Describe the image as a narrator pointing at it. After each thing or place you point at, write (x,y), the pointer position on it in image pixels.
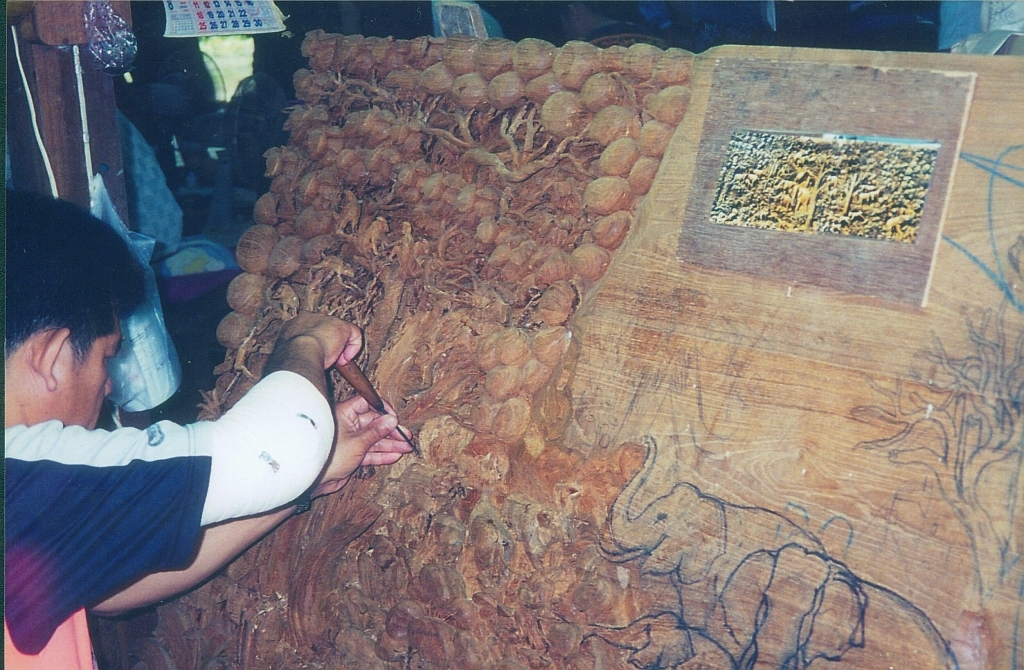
In this image we can see a man (139,445) carving on the wooden board (507,432) with a tool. We can also see the depiction of elephants (787,538) and trees (924,424). In the background (203,10) there is a calendar (183,36), a bag (126,231) and a wooden pole (98,140).
